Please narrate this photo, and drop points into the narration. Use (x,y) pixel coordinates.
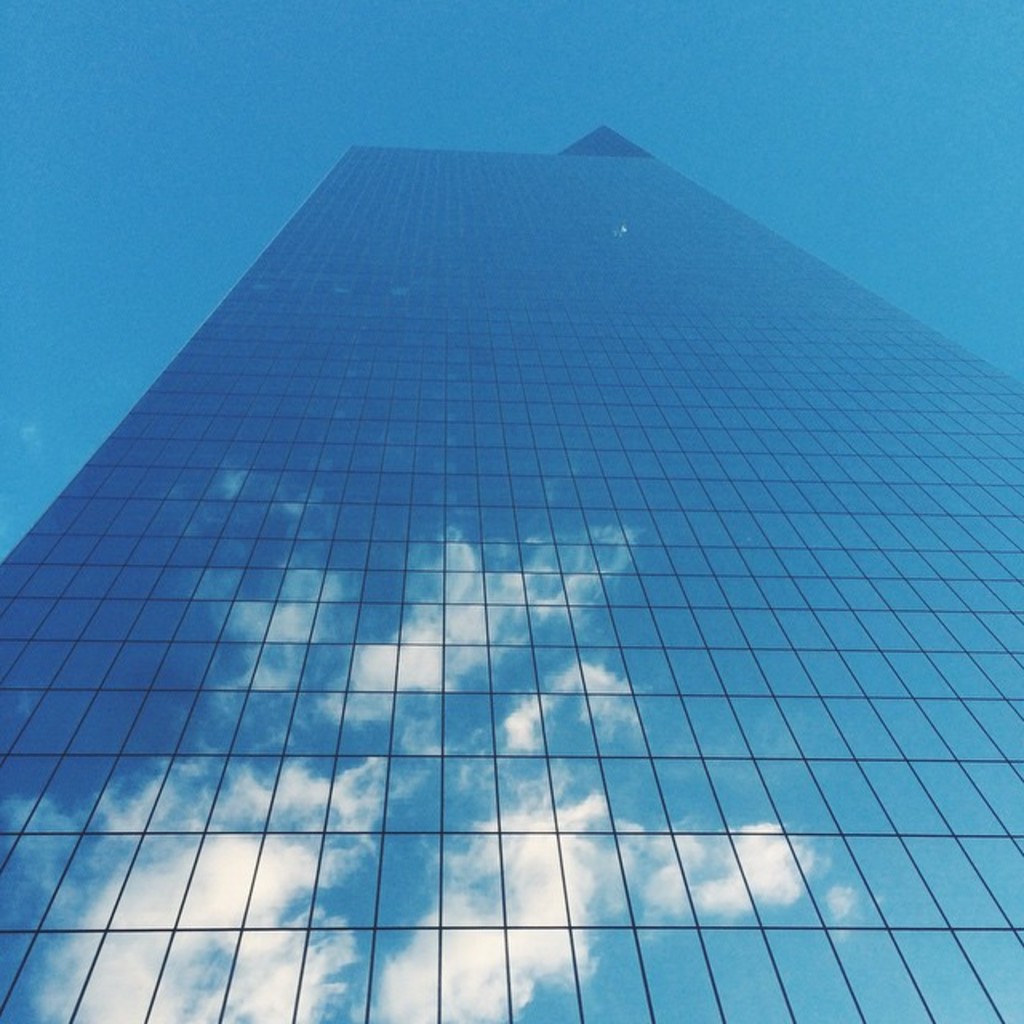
In this image there is a big glass building (571,639) on which there is a reflection (374,867) of clouds (193,827).
